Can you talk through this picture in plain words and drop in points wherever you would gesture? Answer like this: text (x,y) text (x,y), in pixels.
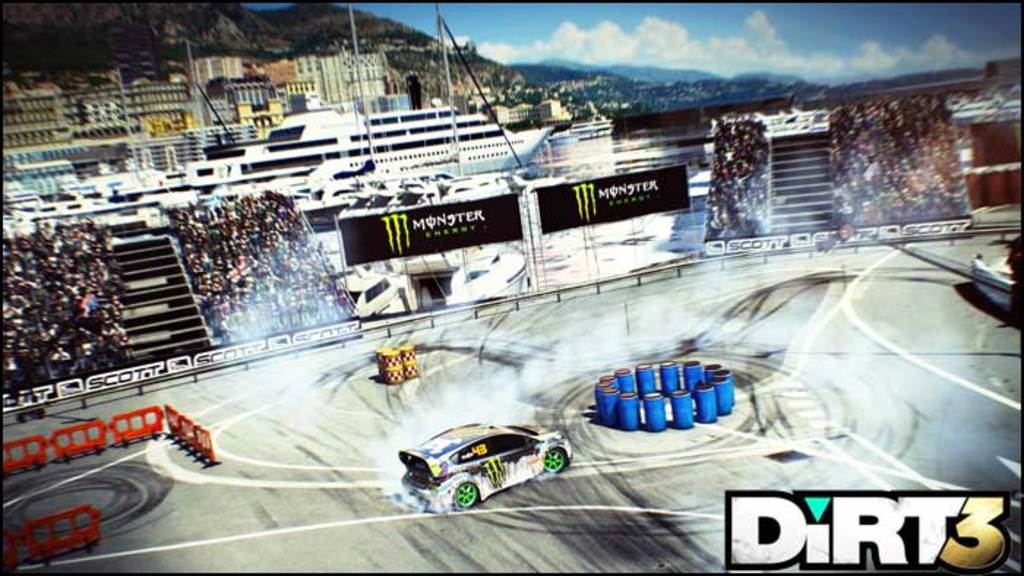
At the bottom of the picture (407,473), we see a white car (421,488) moving on the road (506,511) and beside that, there are drums (648,405) which are in blue color. Behind that, we see people (58,273) sitting on the chairs (50,340) and beside them, we see a staircase (140,318). Behind them, there is a boat (393,148) sailing in the water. In the background (279,74), there are buildings (296,82), trees (434,75) and hills (432,47). At the top of the picture (596,43), we see the sky (862,61).
